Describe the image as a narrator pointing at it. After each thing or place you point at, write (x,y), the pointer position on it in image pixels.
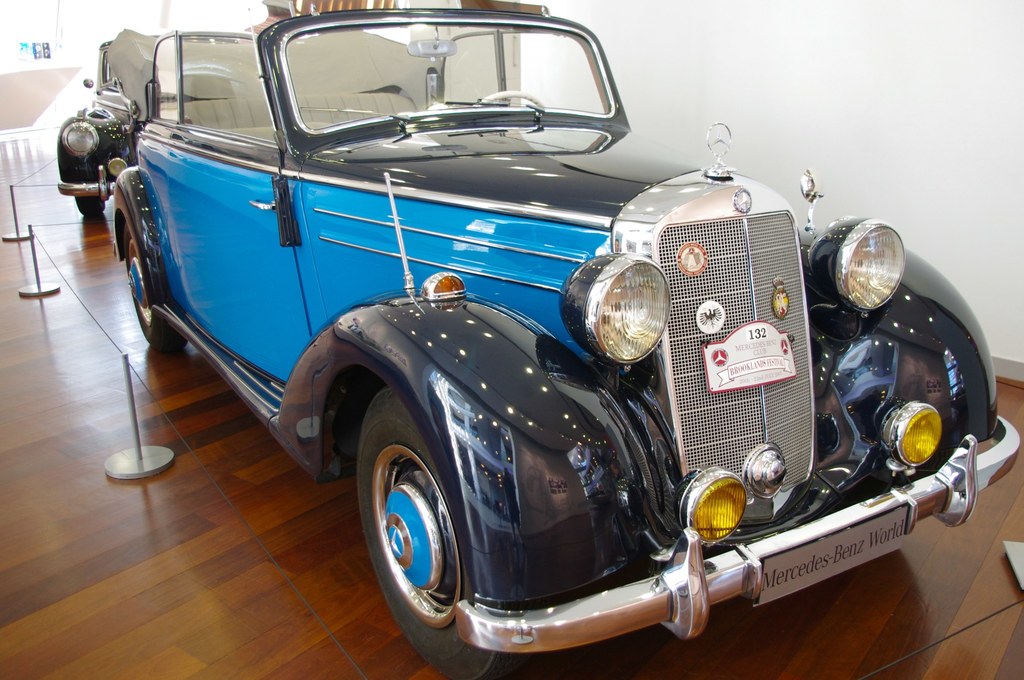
In this image in the center (547,375) there are two cars (157,110), and there are some poles (35,257). At the bottom (245,566) there is floor (382,601). And in the background (863,106) there is a wall (838,78) and railing (22,150).
